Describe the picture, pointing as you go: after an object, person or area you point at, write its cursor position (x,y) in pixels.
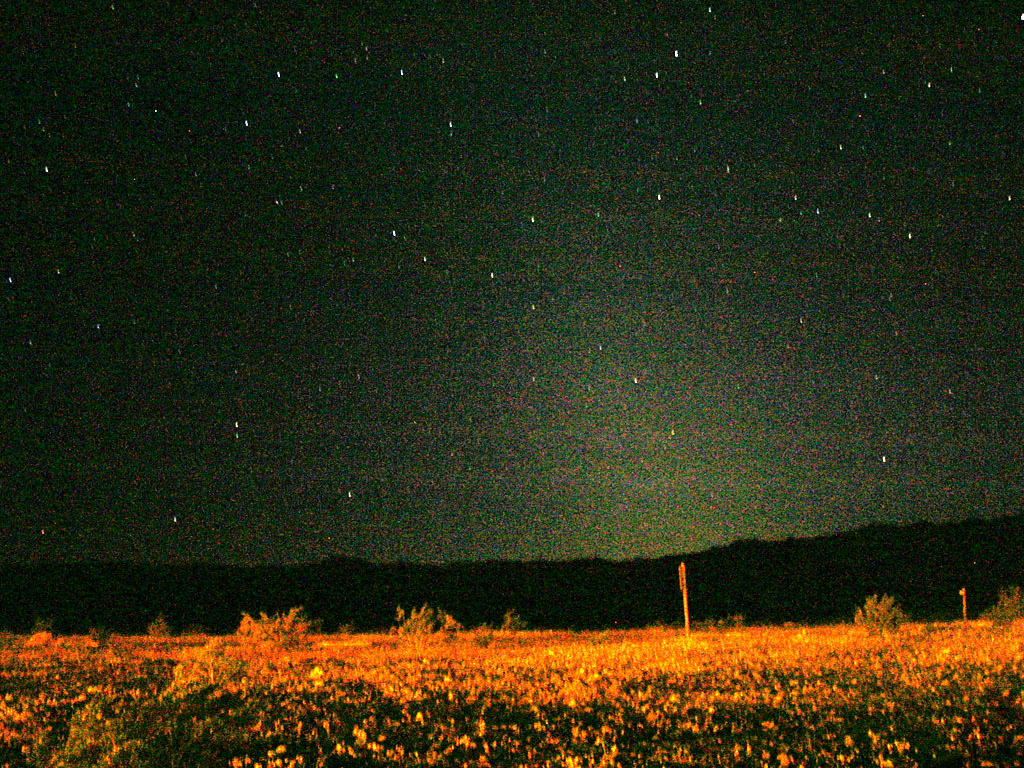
In the picture we can see a night view of a grass surface (212,638) with plants (50,638) and far away from it, we can see hills (577,606) in the dark and behind it we can see a sky (648,345) with stars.
